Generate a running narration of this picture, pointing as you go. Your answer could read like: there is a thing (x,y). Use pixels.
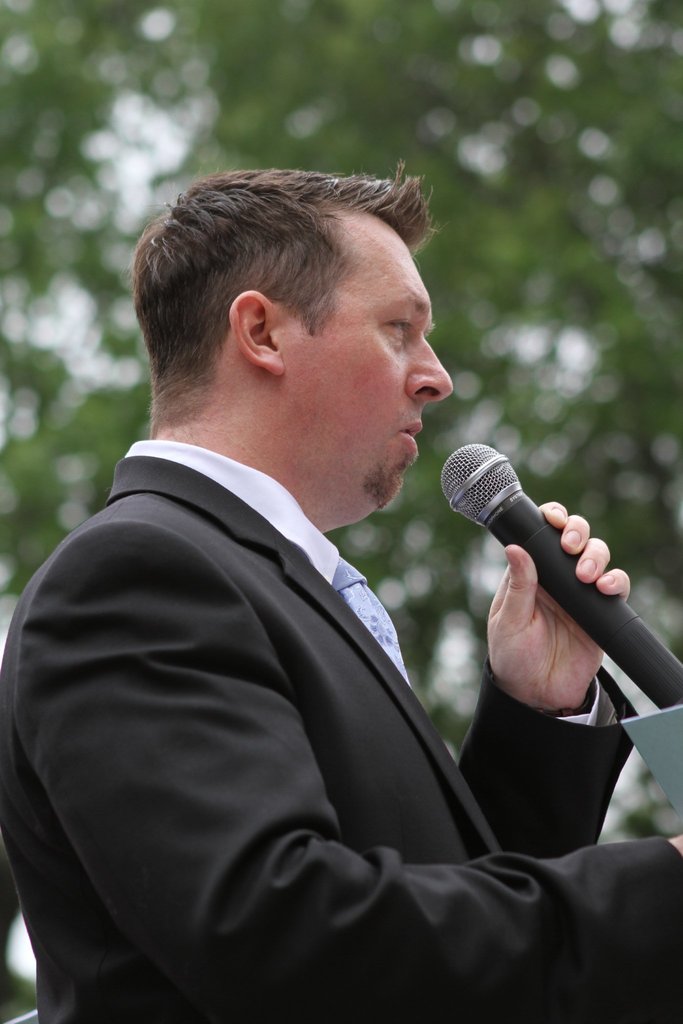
This man (333,672) wore black suit (279,651) and speaking in-front of mic (481,490) and he is holding a mic (571,562). At background (546,188) we can able to see a tree (117,230).
